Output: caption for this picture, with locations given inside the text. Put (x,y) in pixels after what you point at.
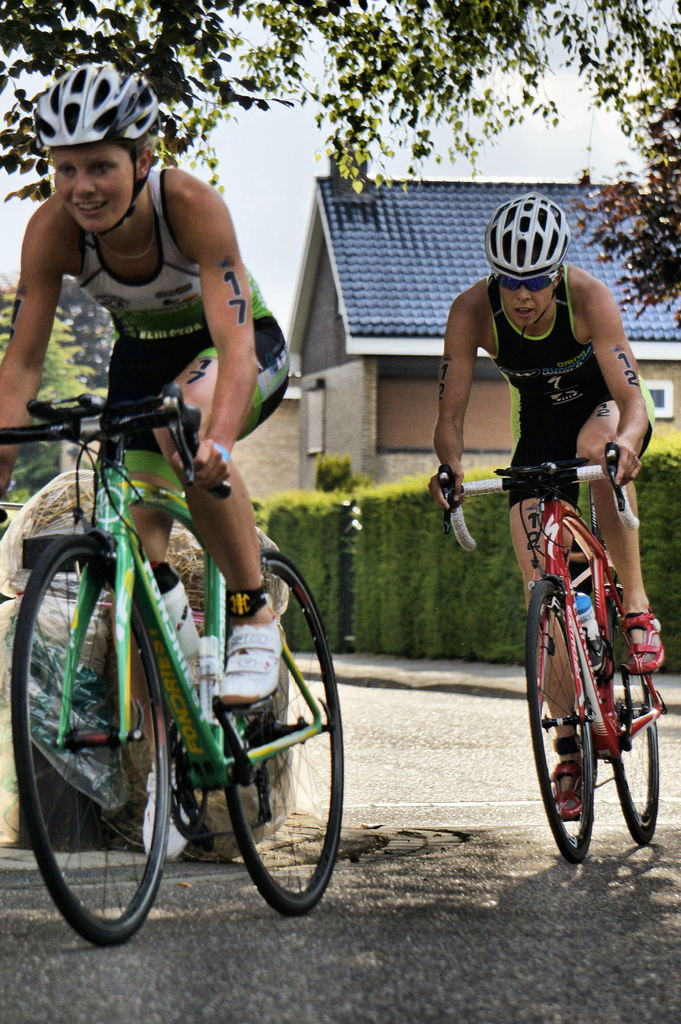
In this image we can see two people (213,504) are riding bicycles (194,837) on the road (504,871). In the background (318,562), we can see shrubs (640,487), a brick house (359,402), trees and the sky (483,88).
